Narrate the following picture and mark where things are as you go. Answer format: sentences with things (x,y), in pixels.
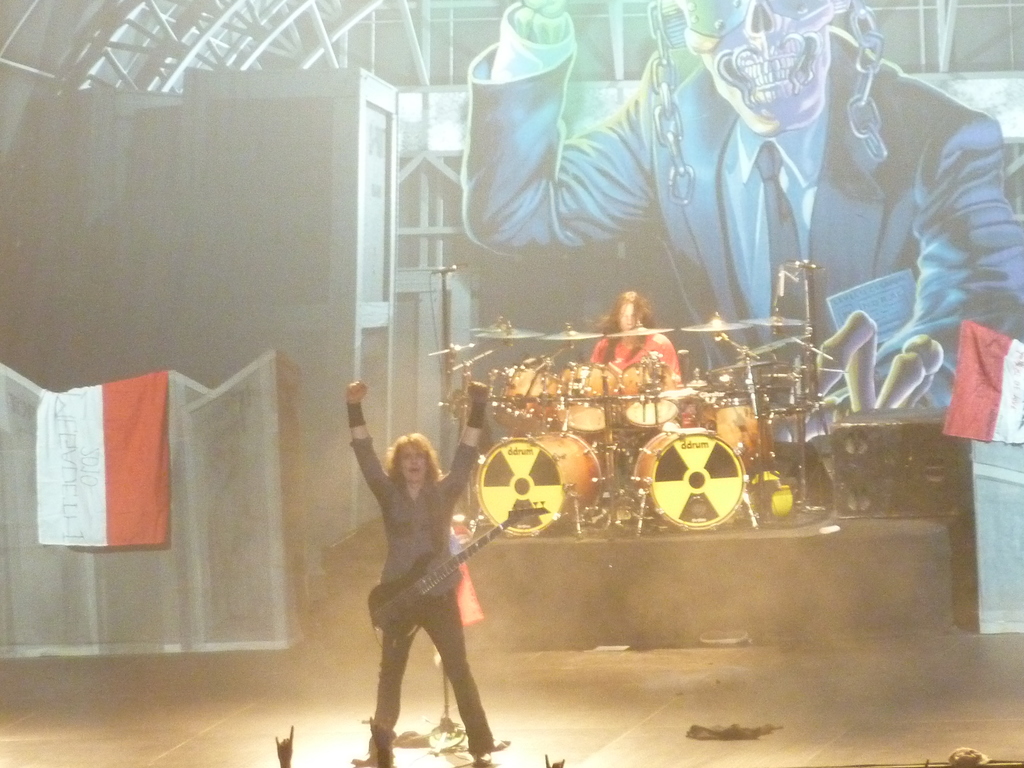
In this image I can see people (401,463) among them a man (410,517) is standing with a guitar (406,605) and another person (659,348) is sitting front of musical instruments (633,451). Here I can see clothes (129,488) and other objects (766,488) on the stage (758,552).
